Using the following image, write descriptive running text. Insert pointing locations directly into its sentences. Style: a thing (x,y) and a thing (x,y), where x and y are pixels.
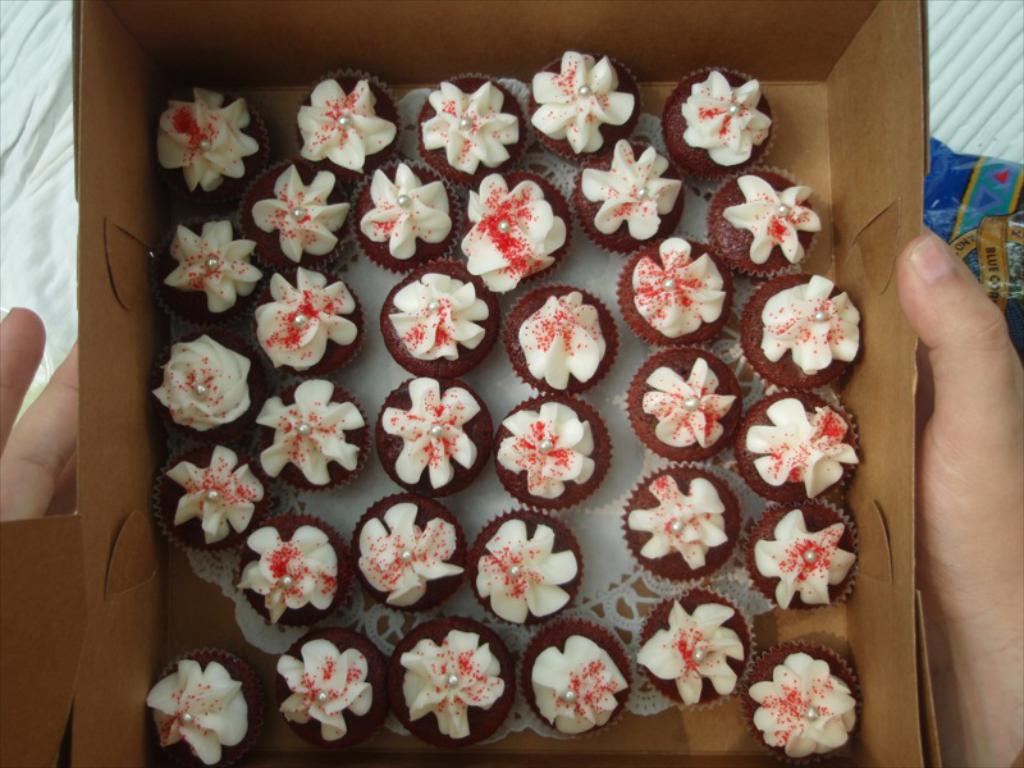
We can see hands (70,429) of a person (932,487) holding a box (378,57). Inside the box (367,48) there are many cupcakes (678,651) with cream (678,651) on that.
